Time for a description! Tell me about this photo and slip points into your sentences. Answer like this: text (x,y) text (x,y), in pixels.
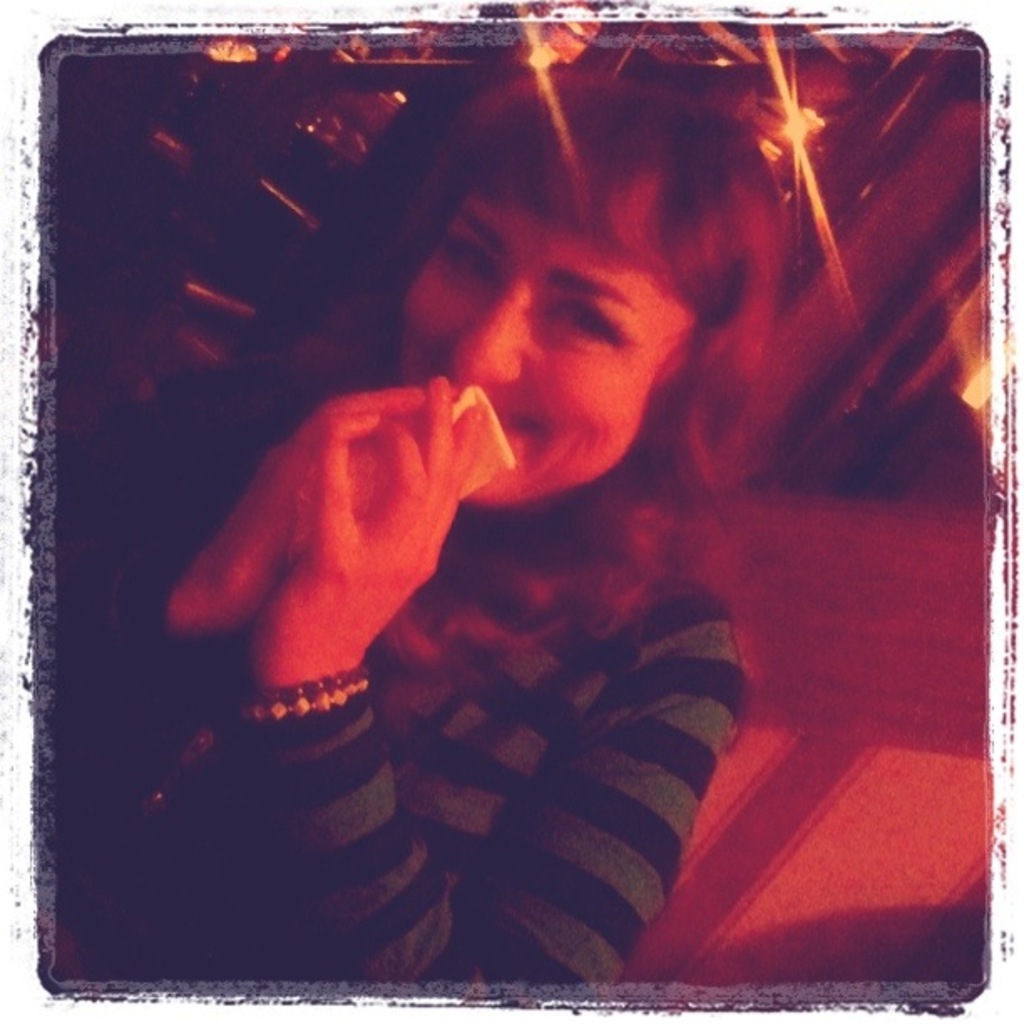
In this image I can see a woman (437,464). At the top (786,94) I can see the lights (800,164).
